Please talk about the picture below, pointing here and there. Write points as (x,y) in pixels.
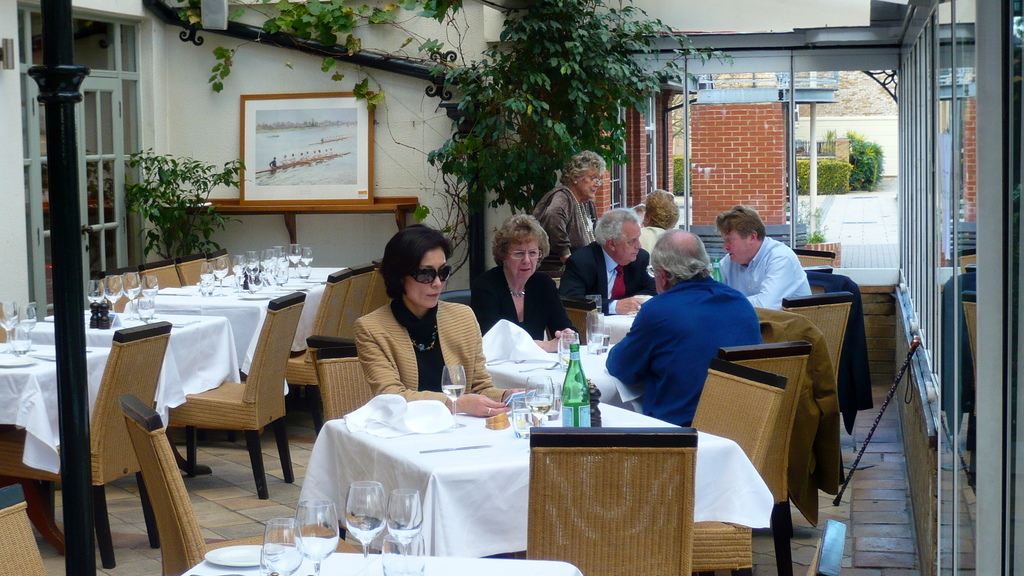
In this picture we see so many tables (221,328) and chairs (572,463). It looks like restaurant (246,153). Here we have 6 to 8 people (626,276) all of them sitting except one and also we have photo frame (318,135), plant (548,80), glass window (946,187). On the table (417,465) there are glasses (360,539) containing liquid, plates (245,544), bottles (574,422) present.
